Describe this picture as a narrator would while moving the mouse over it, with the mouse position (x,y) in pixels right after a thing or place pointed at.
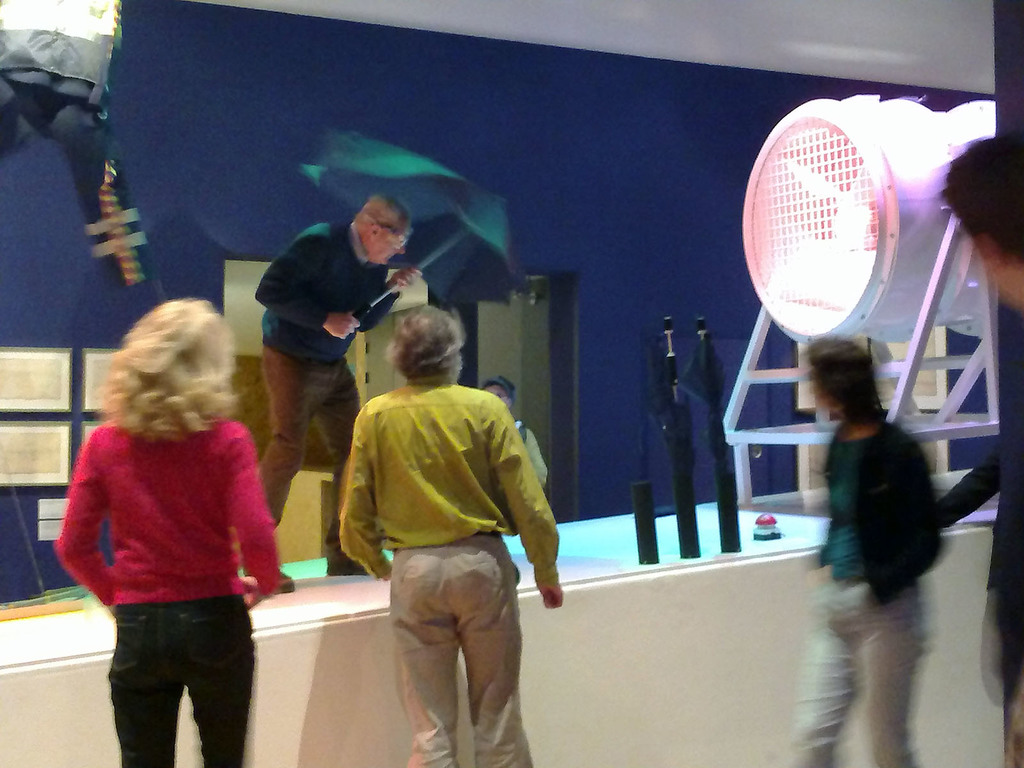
In this picture I can see group of people (168,760) standing. I can see umbrellas (403,165), fan (807,212) and some other objects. There is a man (317,249) standing and holding an umbrella (417,167), and in the background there are frames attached to the wall (498,72).
